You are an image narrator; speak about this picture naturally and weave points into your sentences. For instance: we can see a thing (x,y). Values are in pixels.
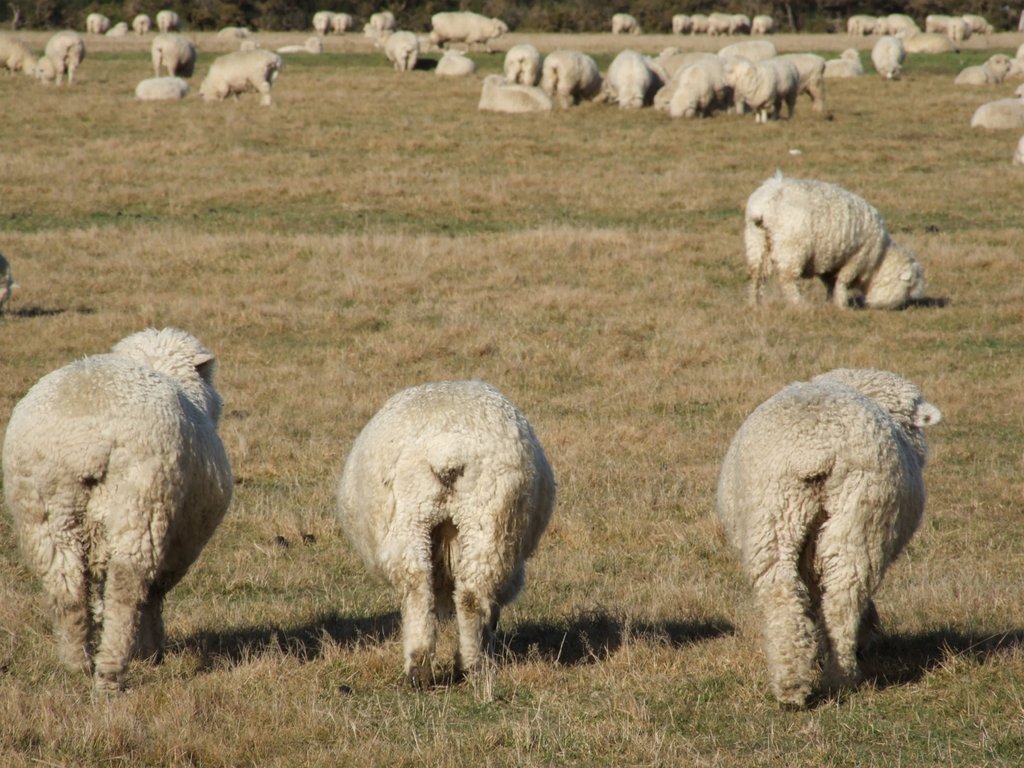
There are animals (412,625) standing on the ground (555,269). In the background (252,60) there are animals (217,78) standing and sitting on the ground (359,199) and we can see trees (114,12).
